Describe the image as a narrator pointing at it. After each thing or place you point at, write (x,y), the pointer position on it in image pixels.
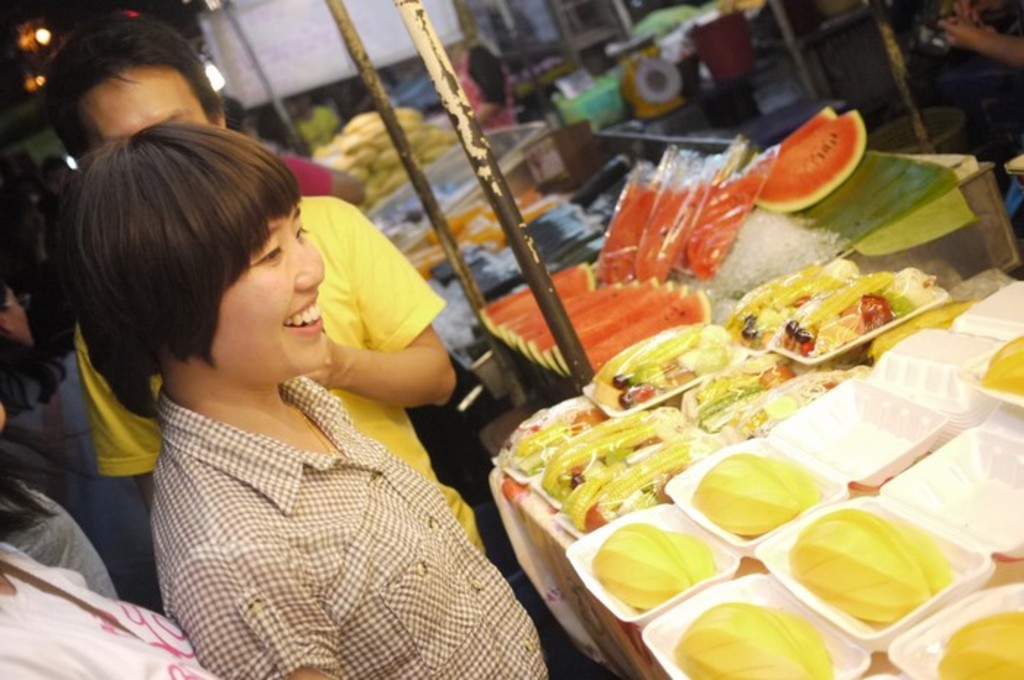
This picture seems to be clicked inside. On the right (699,376) we can see there are many number of food items (711,324) and we can see the fruits (799,173). On the left (117,227) we can see the group of persons (162,414) standing and there are some metal rods (389,118). In the background (299,22) there is a wall (274,22) and we can see the lights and some other objects (356,81).
